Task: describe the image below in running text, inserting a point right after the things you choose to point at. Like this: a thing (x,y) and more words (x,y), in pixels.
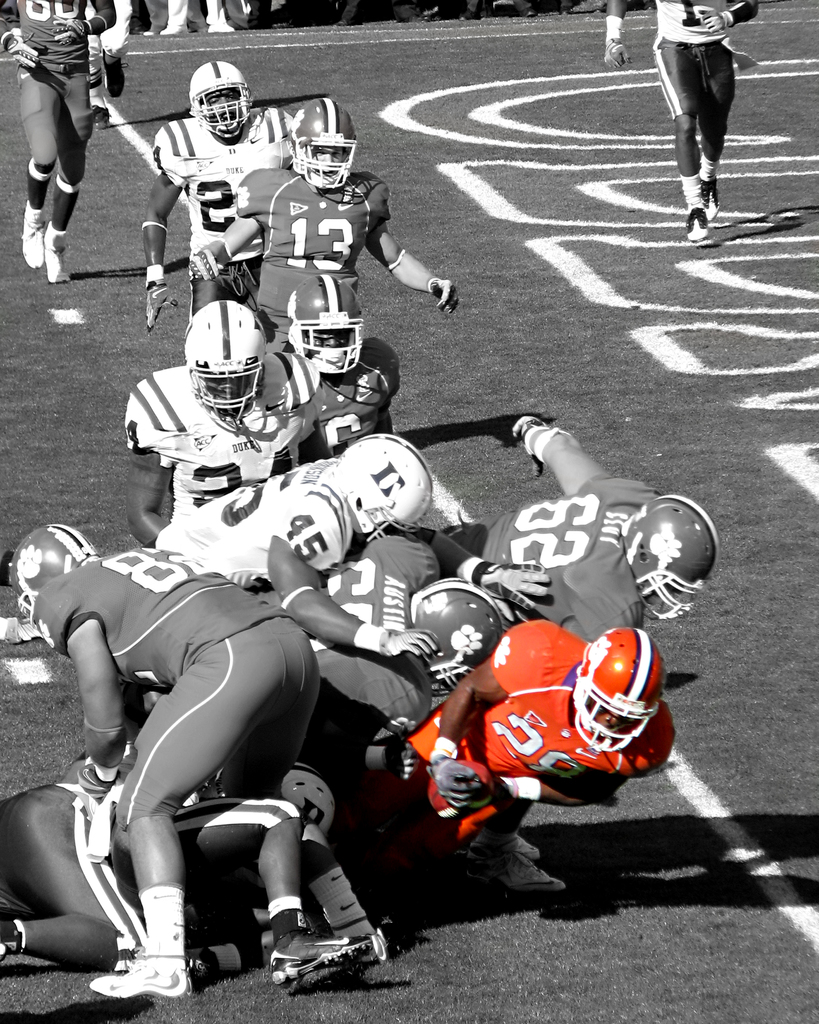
In this image in the center (500,627) there are some persons (218,471) who are wearing helmets (259,343), and jerseys (309,418) it seems that they are playing something. And at the bottom (555,906) there is ground (470,136), in the background (668,51) there are two persons (46,77) running.
